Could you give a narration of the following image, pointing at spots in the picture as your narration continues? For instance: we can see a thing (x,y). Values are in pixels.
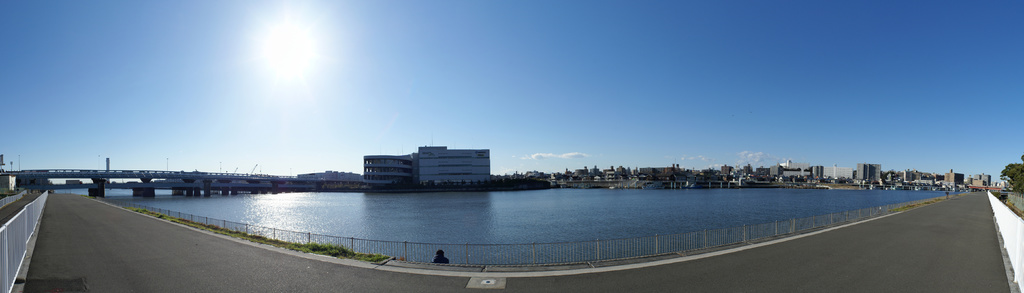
In this picture we can see water (521,215) in the middle (514,193), there is fencing (433,248) and grass (380,254) in the front (370,244), in the background (581,178) we can see buildings (614,169), on the left side (123,174) there is a bridge (102,173), we can see poles (106,159) on the bridge (210,172), on the right side (1020,180) there is a tree (1008,177), we can see the sky (493,74) at the top of the picture (464,68).
